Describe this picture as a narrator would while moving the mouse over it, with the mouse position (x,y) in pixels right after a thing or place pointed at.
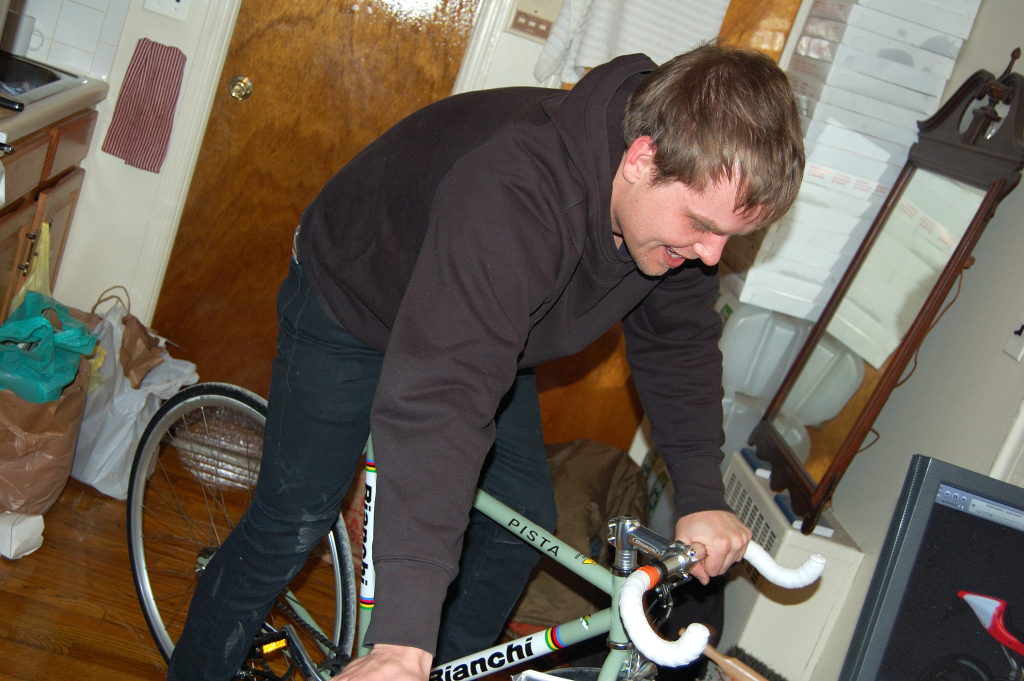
In this image there is a person (205,626) sitting on the cycle (201,571). At the bottom of the image (184,578) there is a floor (152,541). Behind him there is a door (272,169). On the left side of the image (175,377) there are covers (112,377). There is a table (68,211). On the right side of the image (804,436) there is a dressing table (903,347). There is a computer (1017,674). There is a wall (959,404) and there are a few other objects (602,35).
